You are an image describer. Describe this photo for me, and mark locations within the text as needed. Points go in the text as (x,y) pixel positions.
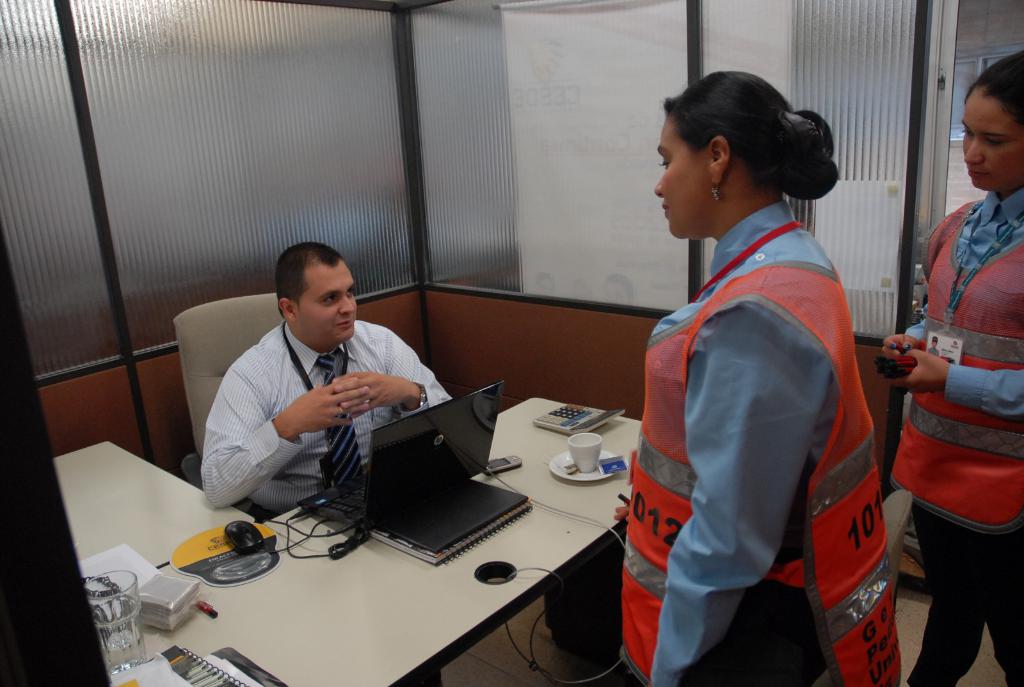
In this image I can see two persons (969,477) are standing on the floor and one person (318,470) is sitting on a chair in front of a desk (296,601) on which I can see a laptop (369,461), book (414,546), glass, papers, cup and so on. In the background (550,336) I can see a glass divider (457,266) and wall (557,368). This image is taken may be in a room (605,480).
